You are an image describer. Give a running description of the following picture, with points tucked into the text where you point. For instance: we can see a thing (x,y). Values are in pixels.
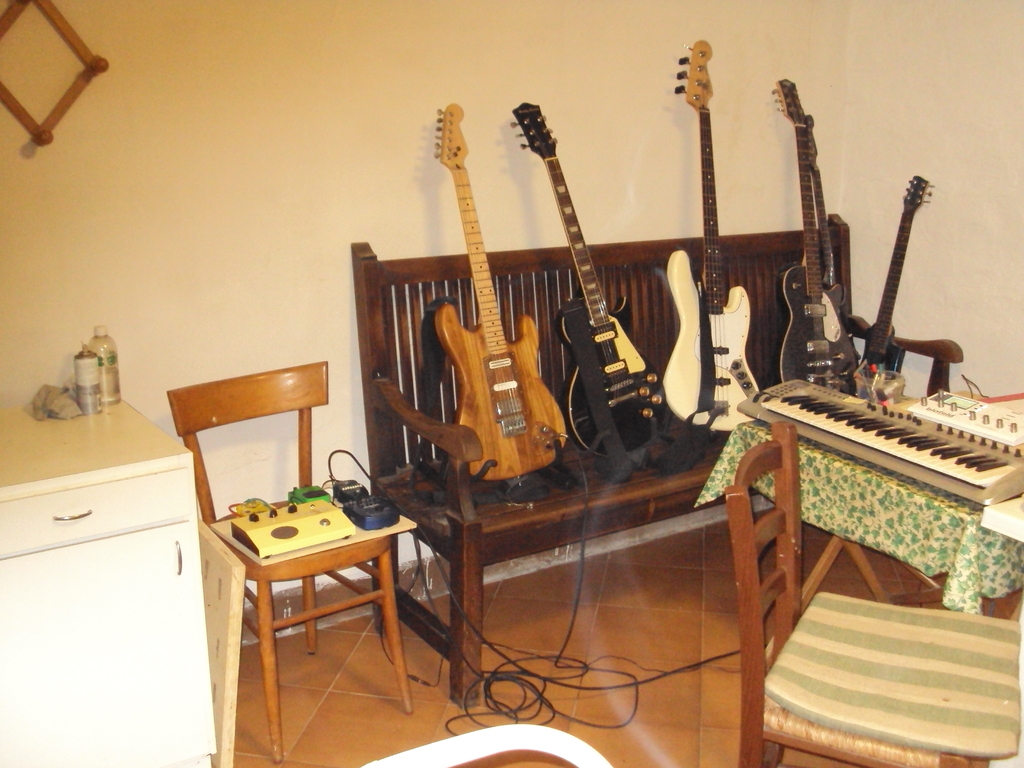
In this picture we can see couple of guitars (809,242) on the bench (525,512), and we can see a keyboard (822,410) and musical instruments (1011,411) on the table (935,514), in the background (251,547) we can find couple of musical instruments (365,512) on the chair (373,548) and a wall (203,219).
